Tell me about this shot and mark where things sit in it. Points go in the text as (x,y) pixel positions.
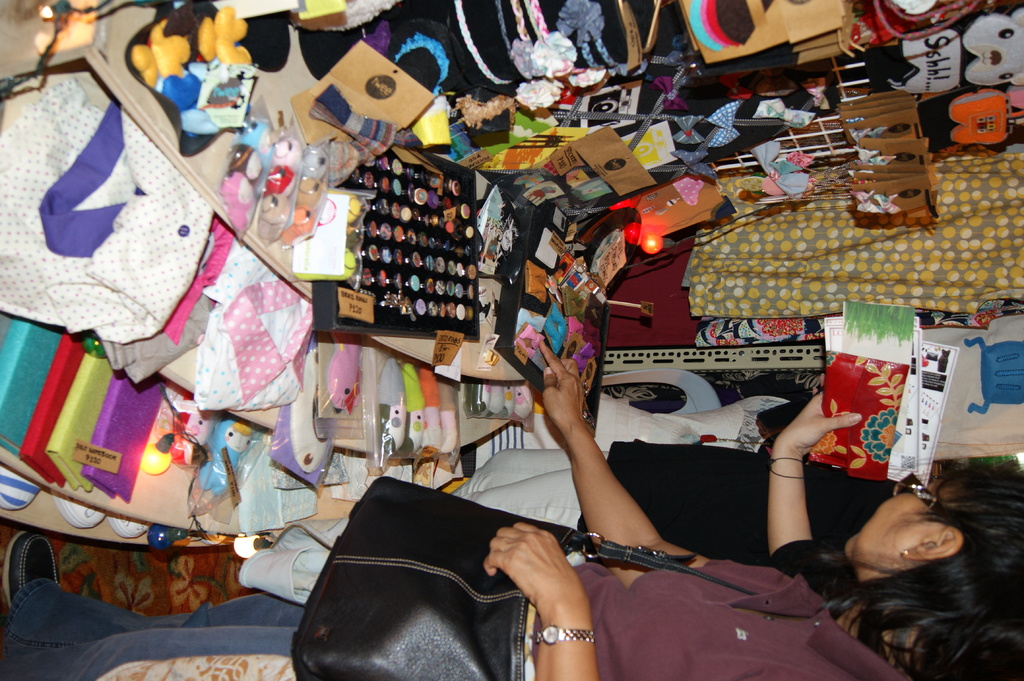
In this picture we can see two people (942,588) standing on the floor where a woman (787,678) carrying a bag (378,620) and in front of them we can see clothes (167,240), toys (223,444), books (18,416), foot wears (65,516), light (642,240) and some objects (598,158).
